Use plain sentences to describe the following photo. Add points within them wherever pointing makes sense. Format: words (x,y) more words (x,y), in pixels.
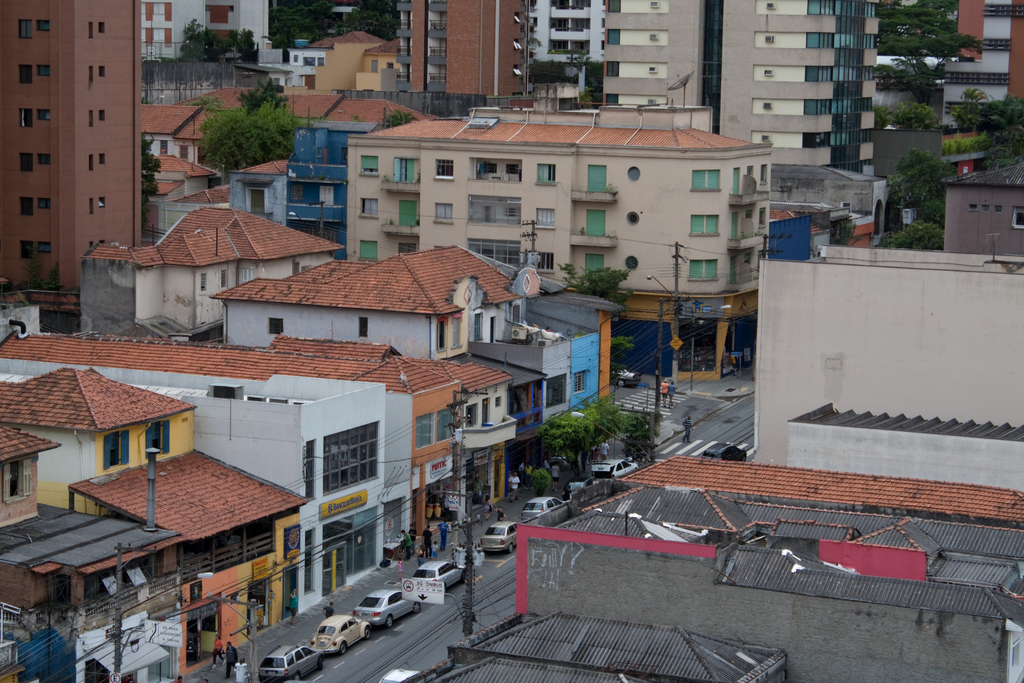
In this picture we can see few vehicles (441,568), poles (456,488), cables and people (429,546), in the background (494,432) we can see few trees (556,428) and buildings (353,128).
